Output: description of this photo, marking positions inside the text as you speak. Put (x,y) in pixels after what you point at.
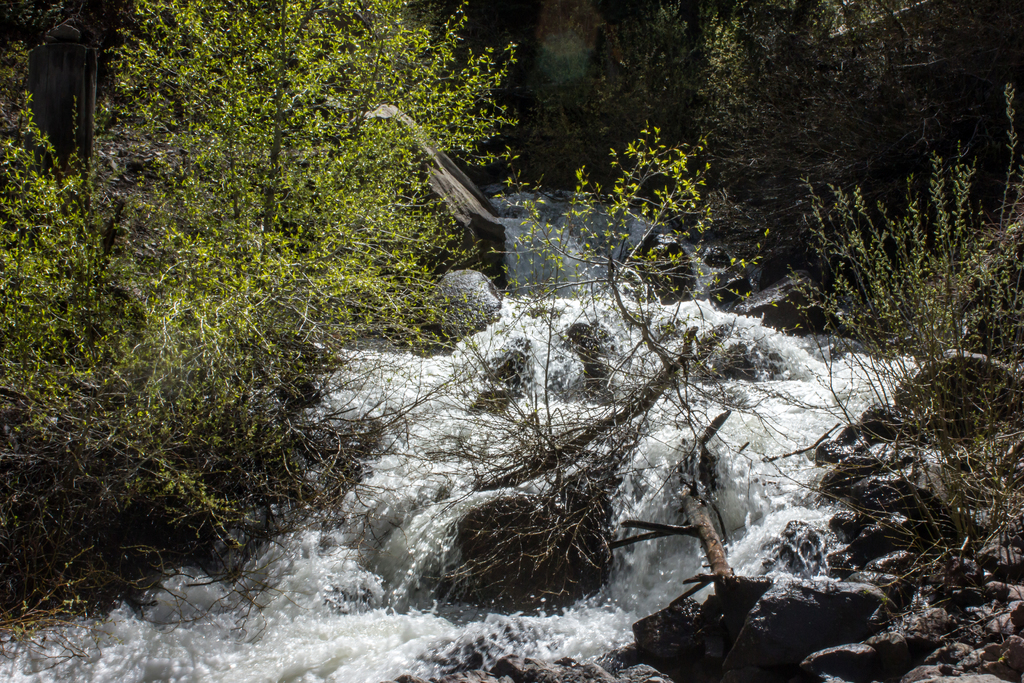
In this image there is a water flow (484,413) in the middle (484,413). There are trees (585,165) on either side of it. At the bottom (853,616) there are stones (852,549).
